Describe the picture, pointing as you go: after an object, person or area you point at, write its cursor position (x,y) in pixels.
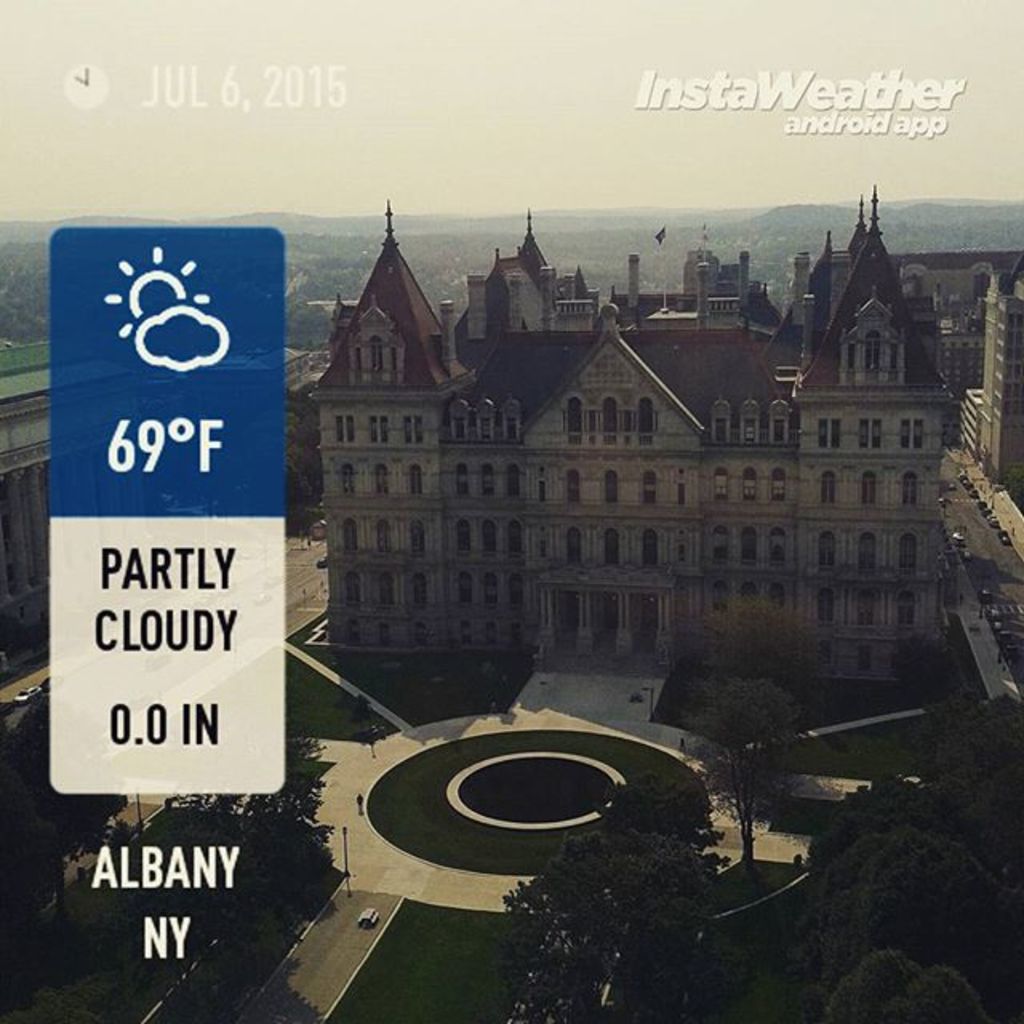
In this image we can see many buildings (663,493), trees (887,873), and plants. There is a weather condition and some text (197,566) on the image. There is a road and a few vehicles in the image. There is a sky (621,64) and few hills (674,230) in the image.
